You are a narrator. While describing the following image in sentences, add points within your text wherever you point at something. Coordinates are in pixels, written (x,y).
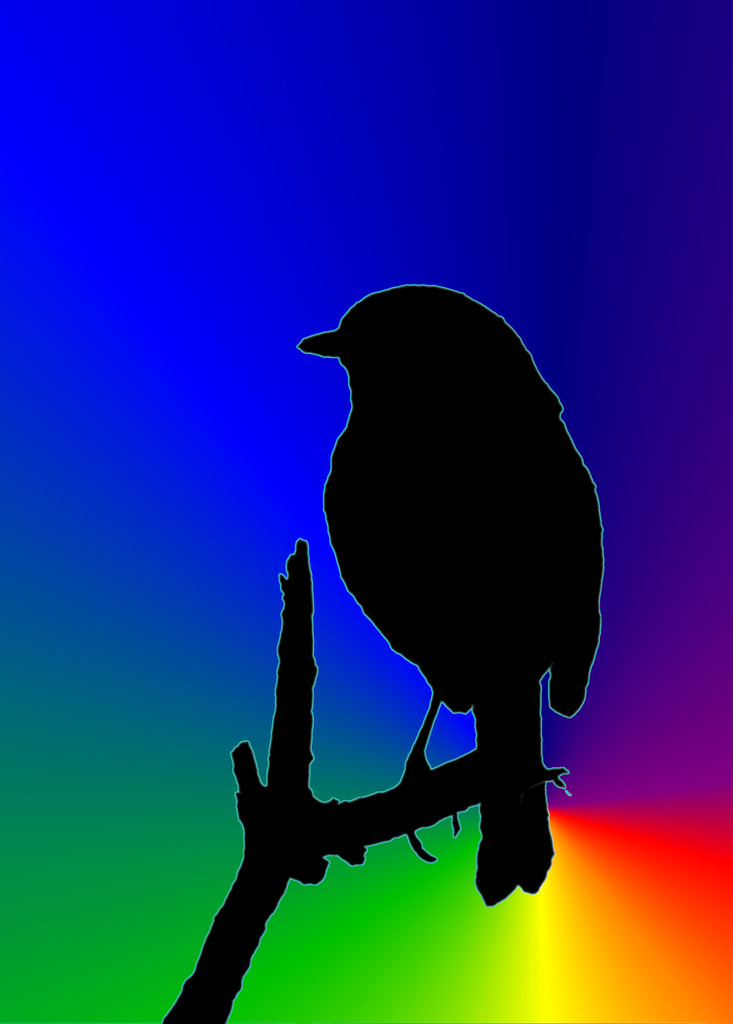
It is the graphical image in which there is a bird (396,626) sitting on the tree stem (257,860). In the background (150,693) there are different colors.
